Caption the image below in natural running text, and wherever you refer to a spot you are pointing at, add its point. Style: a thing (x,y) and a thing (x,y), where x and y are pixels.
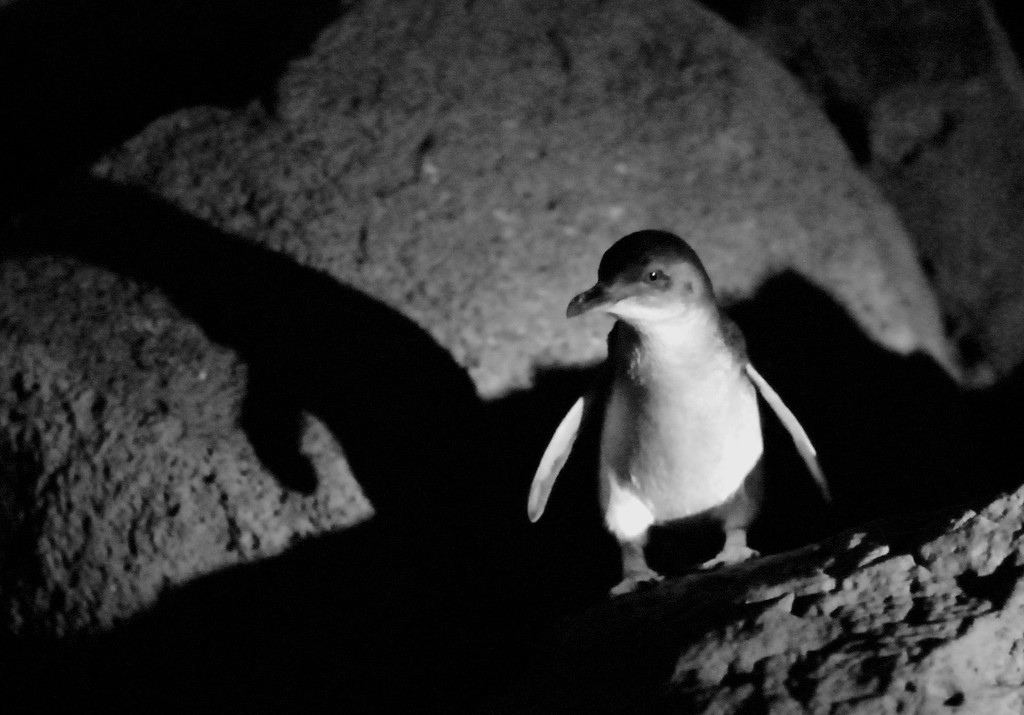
In this picture we can see a bird (670,321) and it is a black and white photography.
